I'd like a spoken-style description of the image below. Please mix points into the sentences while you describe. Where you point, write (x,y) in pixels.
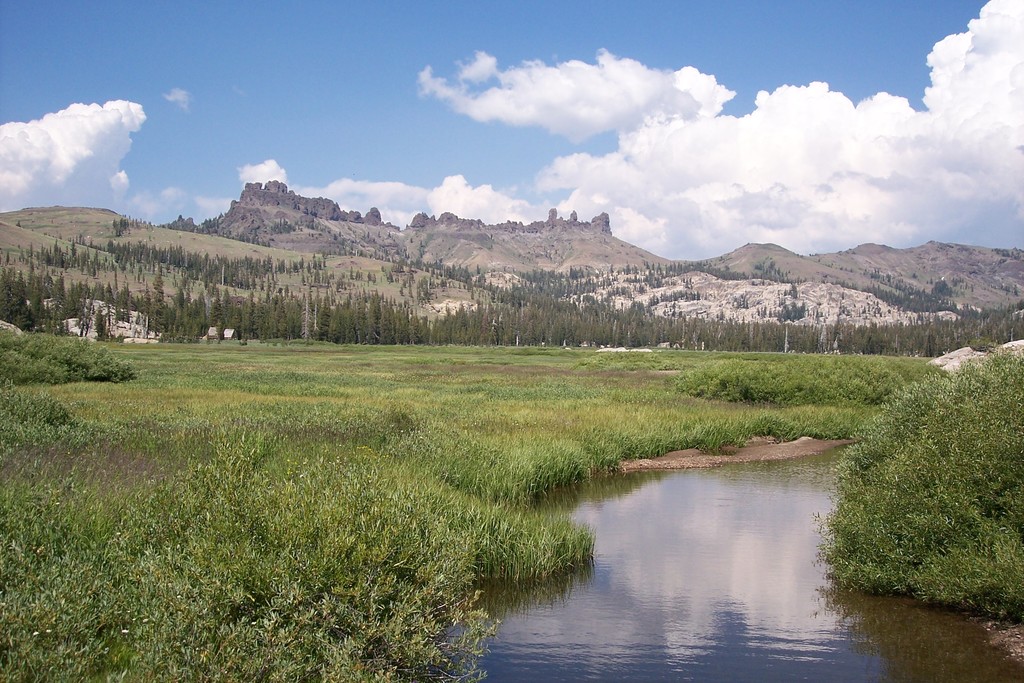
This image is clicked outside. There is grass (458,484) at the bottom (215,588). There are trees (55,322) in the middle (462,309). There are mountain like things (737,261) in the middle (447,312). There is sky (405,59) at the top (387,51). There is water (674,641) at the bottom (607,640).
